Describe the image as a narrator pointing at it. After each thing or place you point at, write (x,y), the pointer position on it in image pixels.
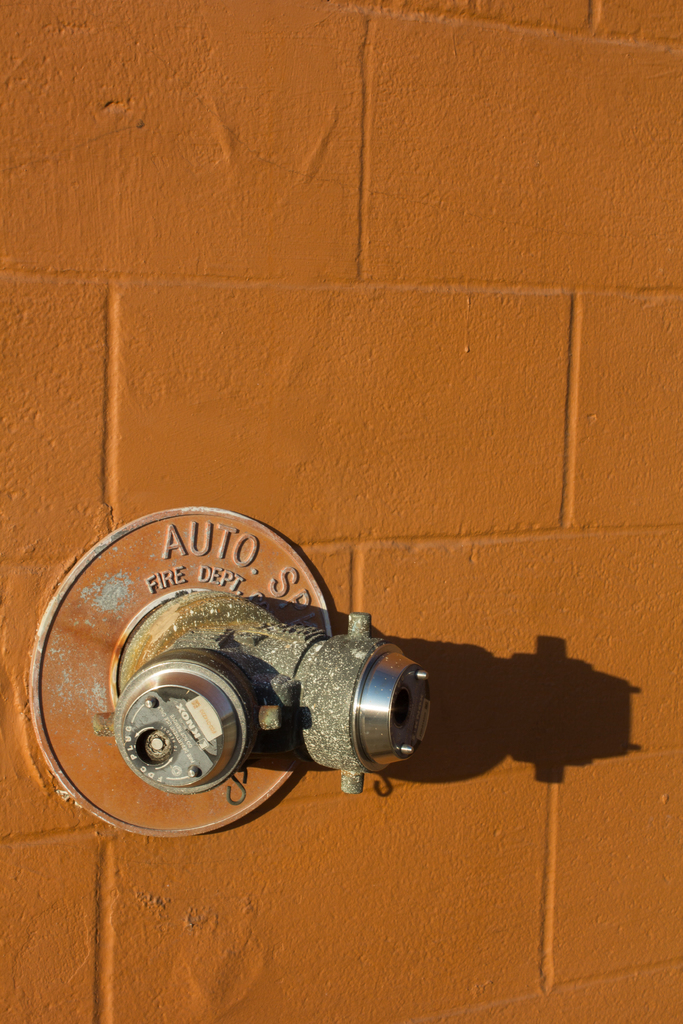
In this picture there is a brick wall (334,450) painted in orange. On the left (223,766) there is a tap (284,664).
